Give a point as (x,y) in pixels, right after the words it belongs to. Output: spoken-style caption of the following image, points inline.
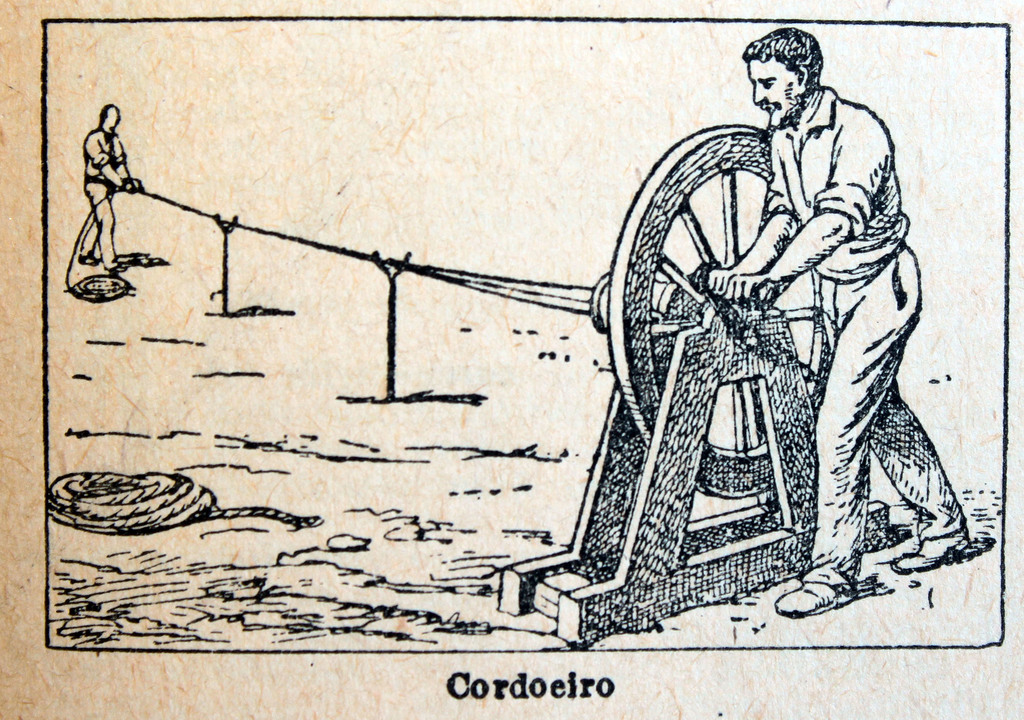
As we can see in the image there is a wheel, two people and rope (104,492).
